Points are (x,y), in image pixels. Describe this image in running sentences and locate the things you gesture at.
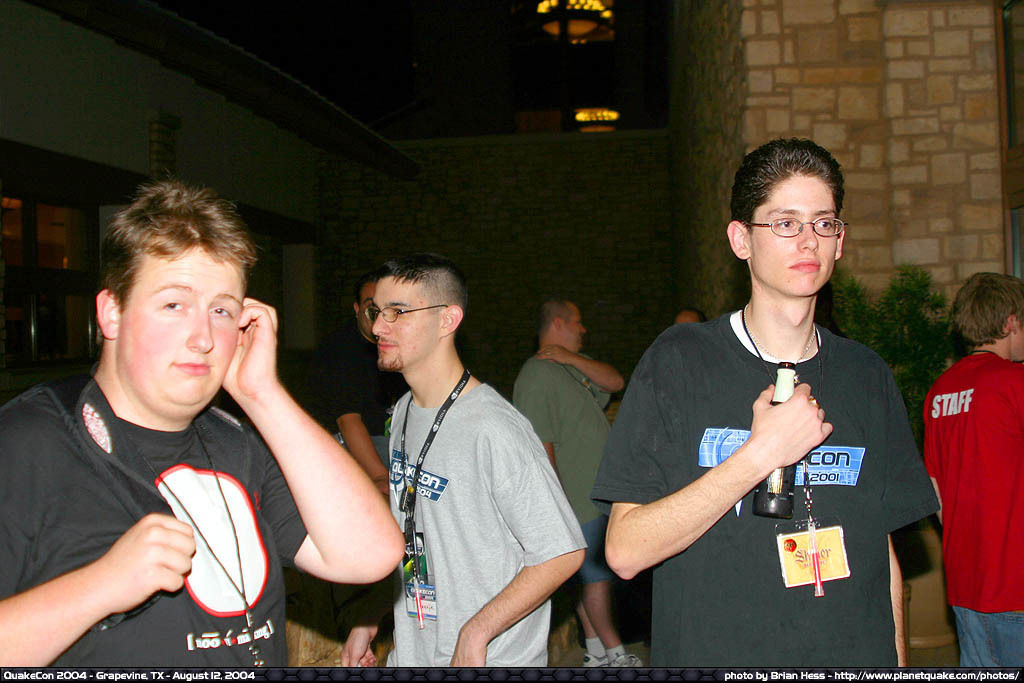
In this image there are group of people (462,484) standing, a person (653,497) holding a bottle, and in the background (905,334) there is a plant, lights (597,23) and watermarks (710,680) on the image.
